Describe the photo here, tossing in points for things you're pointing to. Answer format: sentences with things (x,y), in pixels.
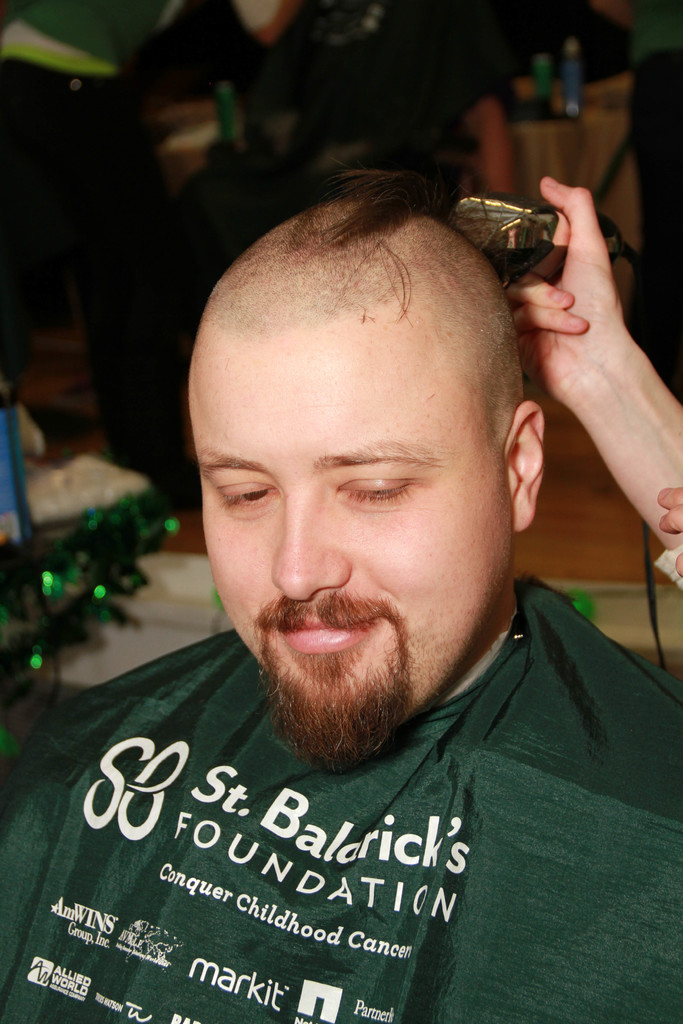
This person (441,593) is smiling. Another person (582,266) is holding a trimmer (545,228). Background (608,9) it is blur. We can see bottles (537,75) and people (54,14).
